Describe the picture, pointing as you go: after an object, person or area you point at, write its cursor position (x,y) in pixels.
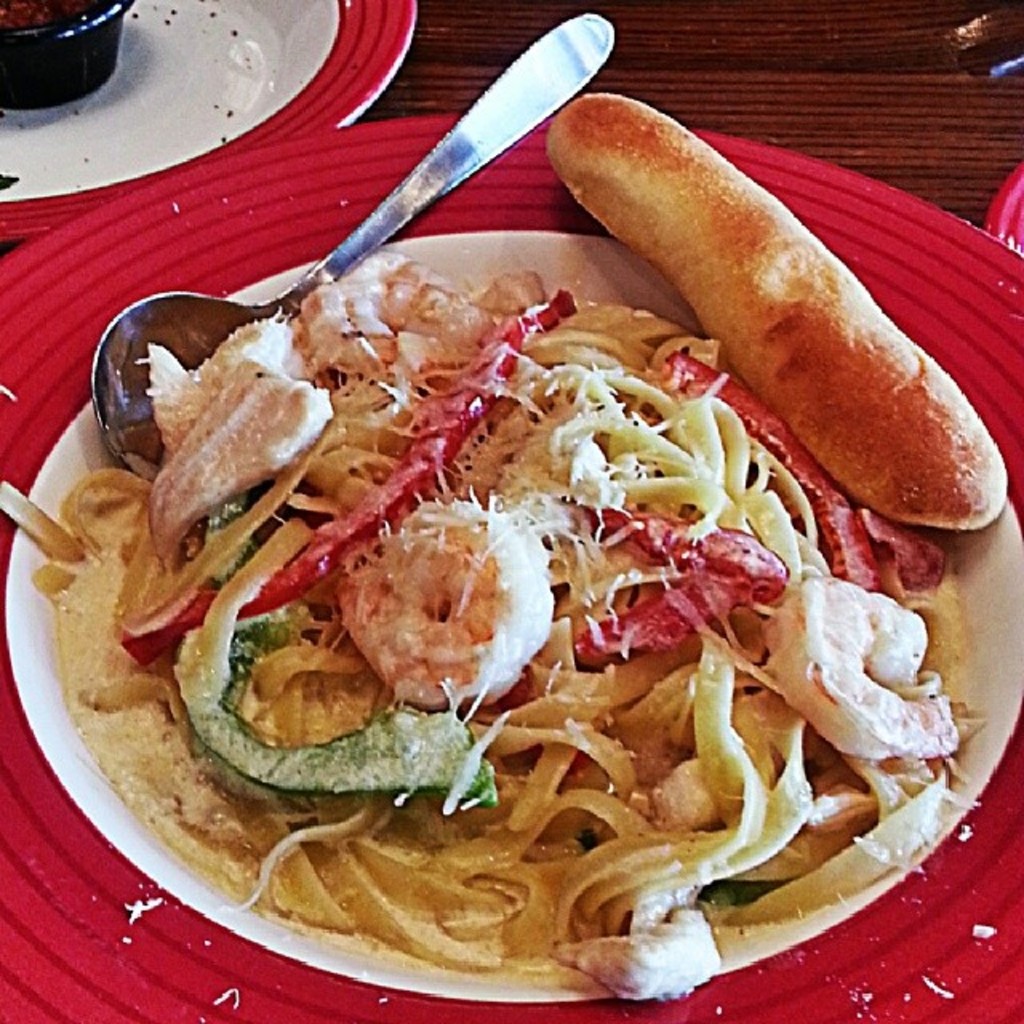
In this image there are two plates (274,125) on a wooden surface (821,78). In the center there is a spoon (197,319) on the plate (146,261). There is food (392,659) on the plate (114,293). In the food (297,775) there are green bell peppers (256,749), red bell peppers (350,539), spaghetti (457,860), prawns (518,622), bread (653,193) and grated cheese (532,437).
